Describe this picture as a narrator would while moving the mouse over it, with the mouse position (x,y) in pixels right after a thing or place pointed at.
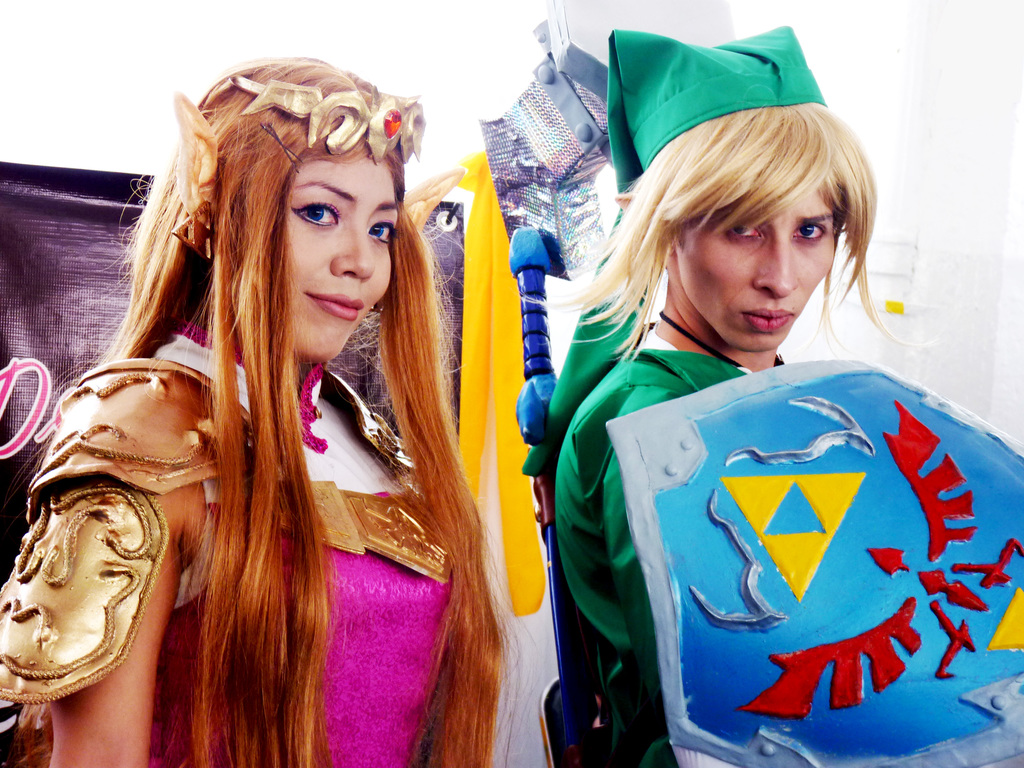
In this picture I am able to see a woman (253,162) and a man (582,453) standing. Women (372,131) standing on the left hand side (297,685) is wearing pink color dress (373,687) and with a long hair (280,424) and she is wearing a crown (254,106) and man (595,466) standing on the right hand side (778,444) is wearing green color dress (597,451) with a shield (762,444) in his hand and a hammer (536,228) behind him.
